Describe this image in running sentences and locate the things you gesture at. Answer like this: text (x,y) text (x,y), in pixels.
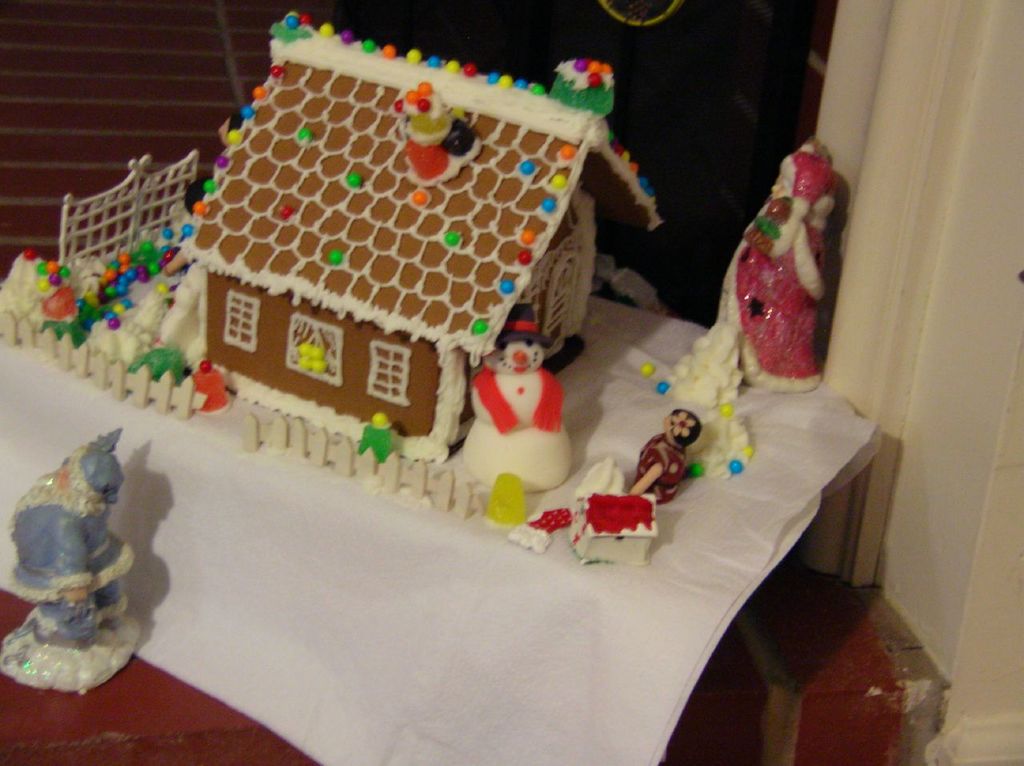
In this image I can see a white colour thing (450,593) and on it I can see different types of toys (346,351). On the top side of this image (675,6) I can see a yellow colour thing (662,15).
